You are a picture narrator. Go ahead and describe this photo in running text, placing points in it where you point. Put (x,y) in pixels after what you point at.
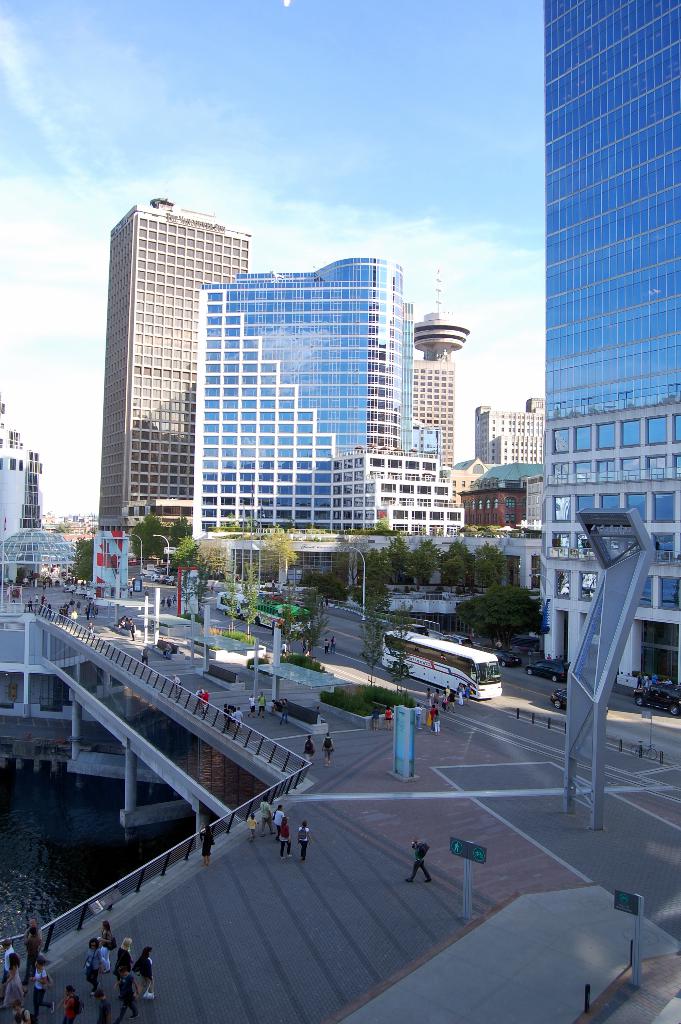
In this image we can see buildings (409,435), tower (431,322), bridge (80,760), road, vehicles (519,664), persons (438,705), poles (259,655), trees (307,642), pillars (401,752), water (55,789), sky (376,93) and clouds (54,260).
